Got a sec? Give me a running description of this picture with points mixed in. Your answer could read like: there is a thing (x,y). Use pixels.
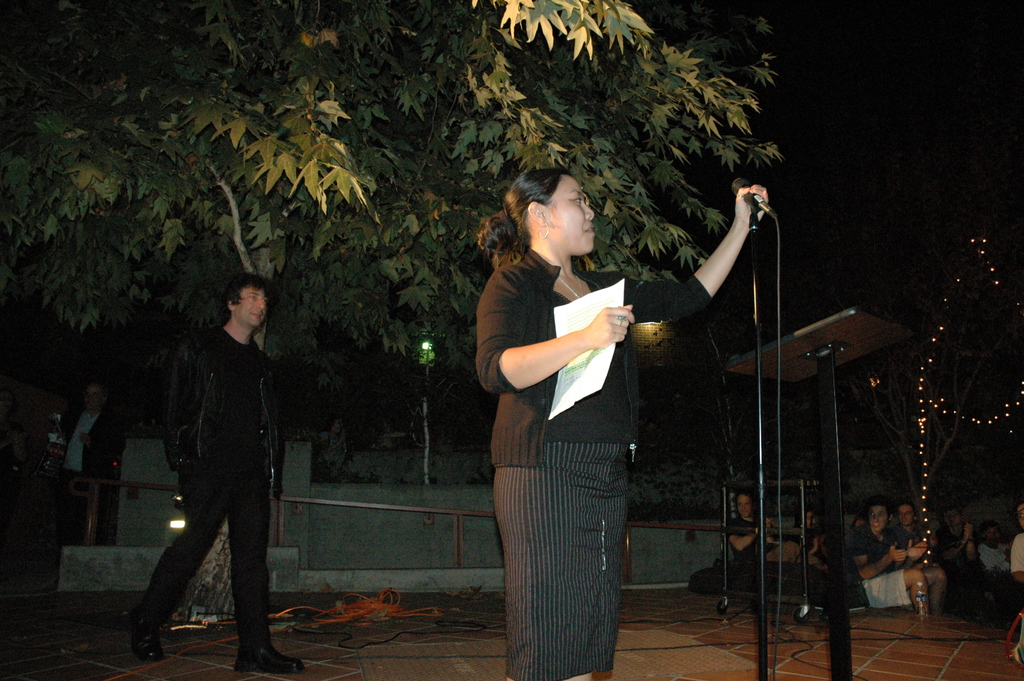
In this image we can see a woman (585,343) standing on the floor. She is holding a paper (584,321) in her right hand (602,313) and a microphone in her left hand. Here we can see a man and a tree (457,189) on the left side (282,232). Here we can see a few people (741,497) sitting on the right side (952,556).
